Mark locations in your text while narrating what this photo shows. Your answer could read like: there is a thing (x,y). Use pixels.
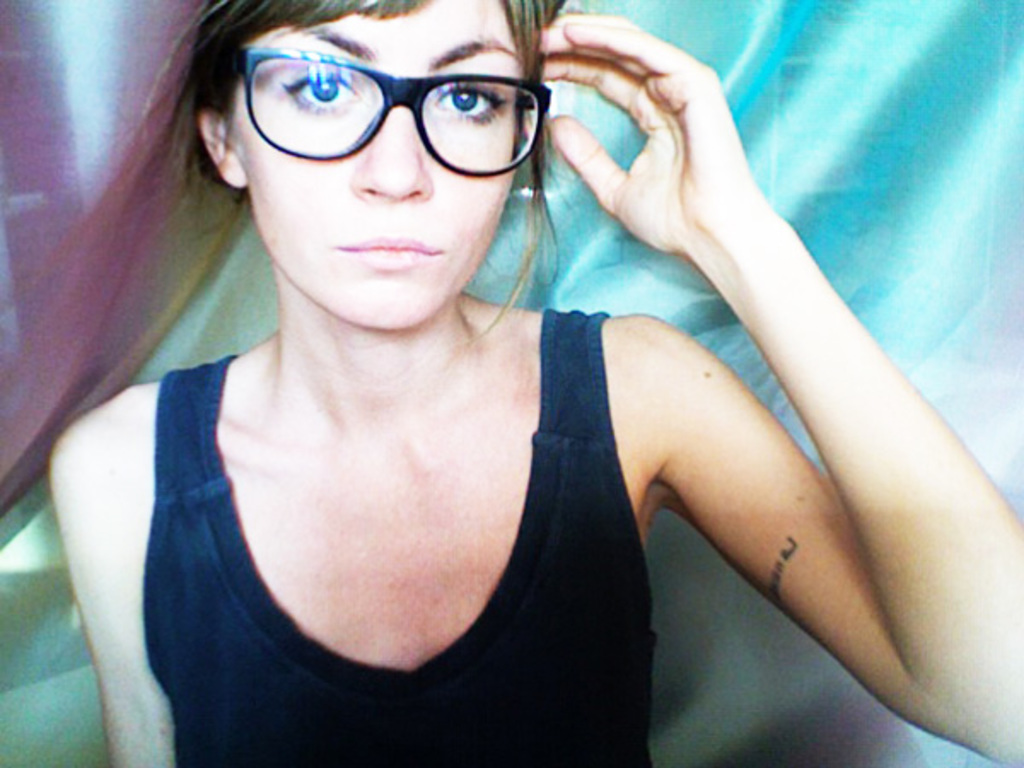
In the center of the image (402,397) we can see a person (384,418) in a black top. And we can see she is wearing glasses (522,141). In the background (239,239), we can see it is blurred.
